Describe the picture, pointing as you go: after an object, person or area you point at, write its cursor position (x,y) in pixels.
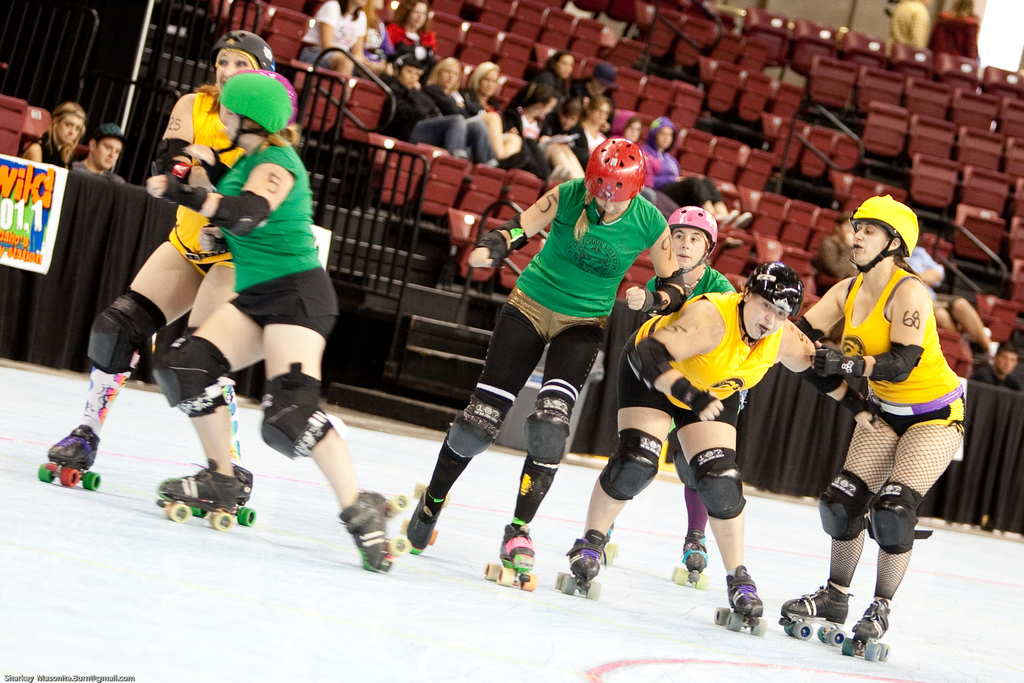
In this image we can see these people (586,182) wearing helmets (276,96), yellow and green color T-shirts (871,330) and skating shoes (358,522) are skating on the ground (582,626). The background of the image (419,91) is slightly blurred, where we can see few people (535,131) are sitting on the chairs (868,56) and we can see the barrier gates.
